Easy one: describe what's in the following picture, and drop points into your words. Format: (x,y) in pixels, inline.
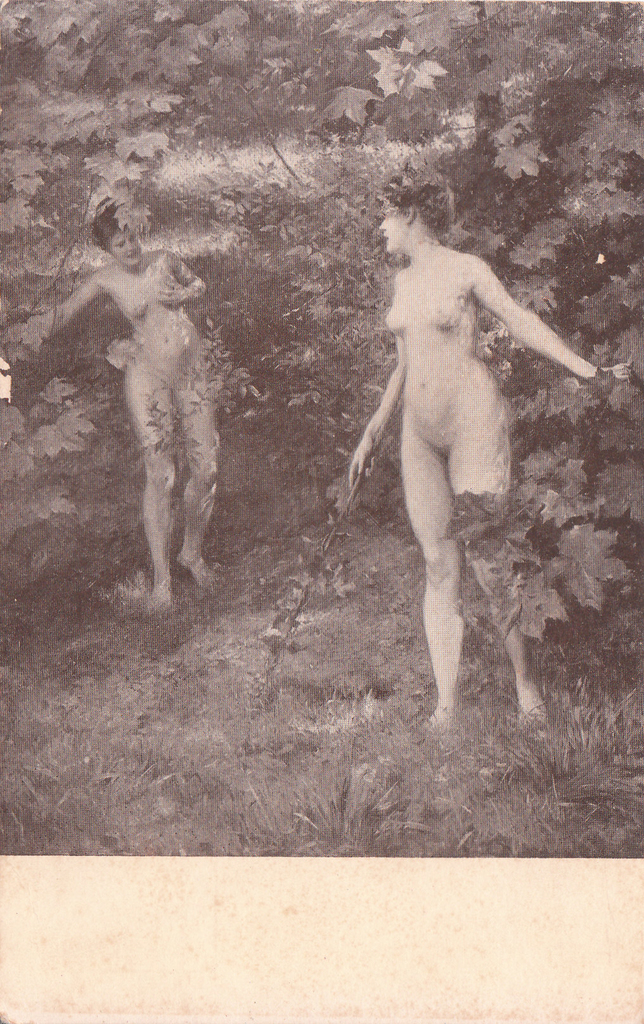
In this image, we can see some plants (354,59). There are two persons (459,444) in the middle of the image (425,473).
